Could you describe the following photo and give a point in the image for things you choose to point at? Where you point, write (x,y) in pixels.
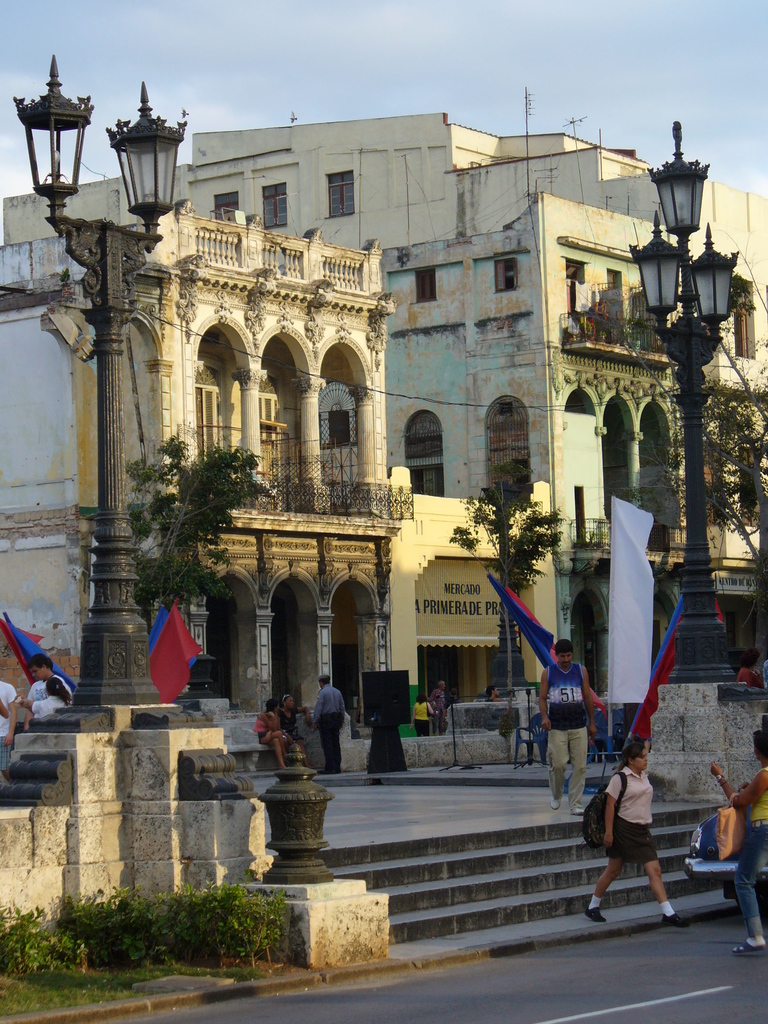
In this picture we can see some people (614,801) are walking, some people (38,704) are standing and some people (267,716) are sitting. On the left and right side of the people (578,753) there are black poles (687,306) with lights (721,282). Behind the people (555,771) there are banners (631,604), flags (540,622), trees (524,552), buildings (352,339) and the sky (318,59). In front of the people (628,801) there is a road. On the left side of the road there are plants (193,898).
